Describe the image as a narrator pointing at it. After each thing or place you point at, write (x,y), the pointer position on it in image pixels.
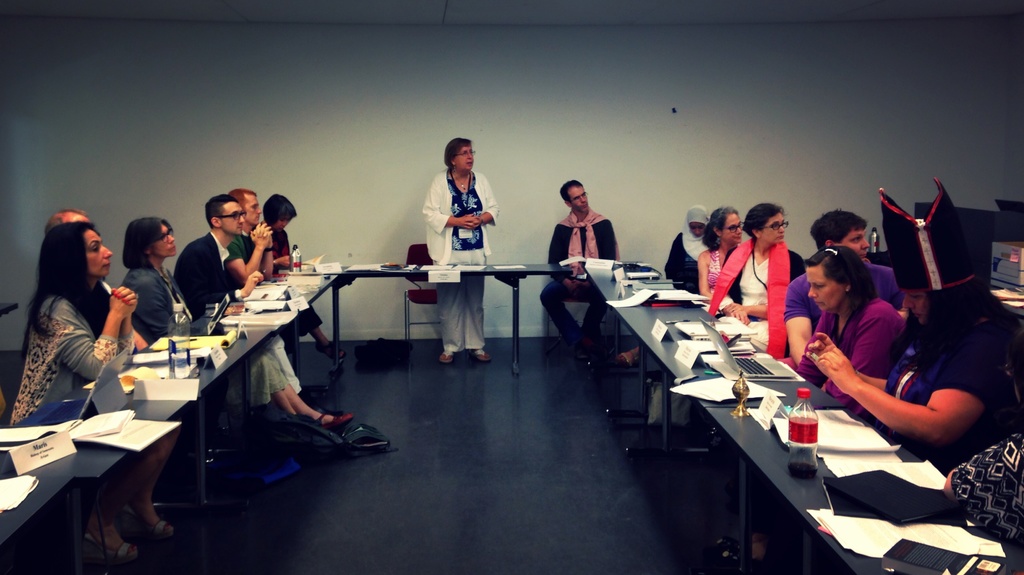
In this image I can see the group of people (590,344) sitting in-front of the table (812,493). On the table (801,486) there is a laptop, papers (847,432) and the bottle (807,474).
